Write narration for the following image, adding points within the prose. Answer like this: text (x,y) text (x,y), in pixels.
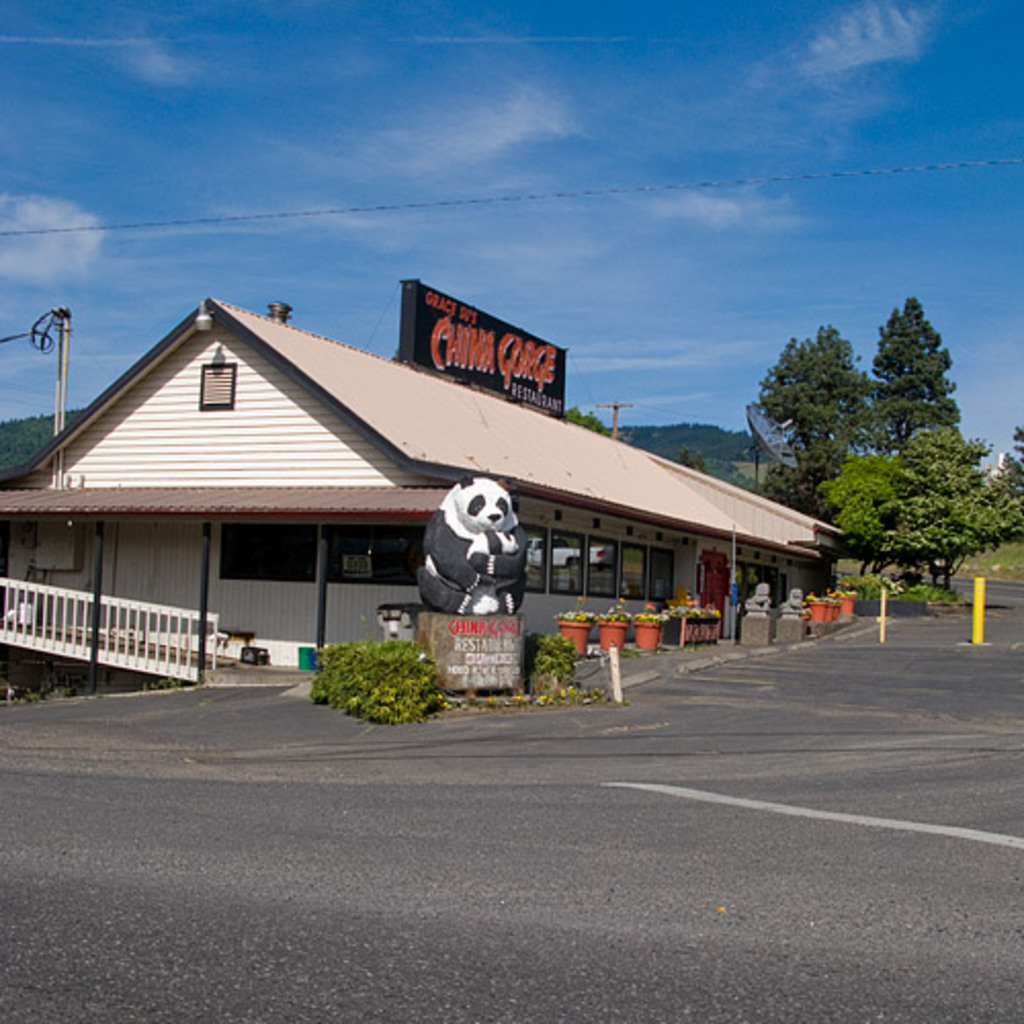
In this image we can see a restaurant (416,580), there is a sculpture (486,536) on the pedestal (487,687), there are some poles (614,646), flower pots (603,628), trees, windows (558,577) and some other objects (709,614), in the background (658,367) we can see the sky (637,338).
